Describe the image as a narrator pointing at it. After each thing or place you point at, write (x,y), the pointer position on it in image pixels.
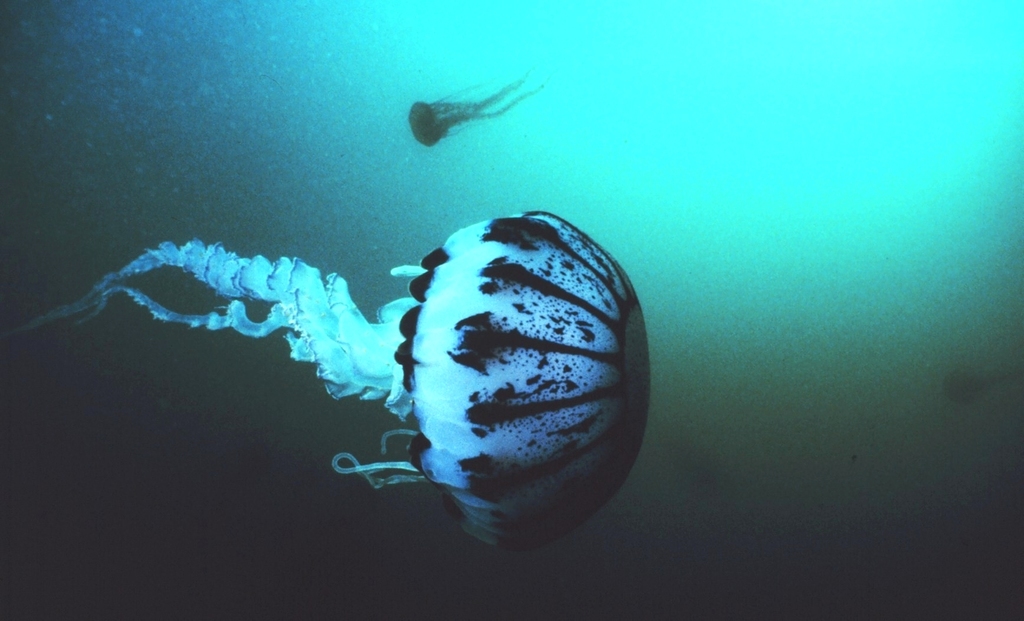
In this image there are two ocean jellyfish (493,379) present in the water (804,483).
